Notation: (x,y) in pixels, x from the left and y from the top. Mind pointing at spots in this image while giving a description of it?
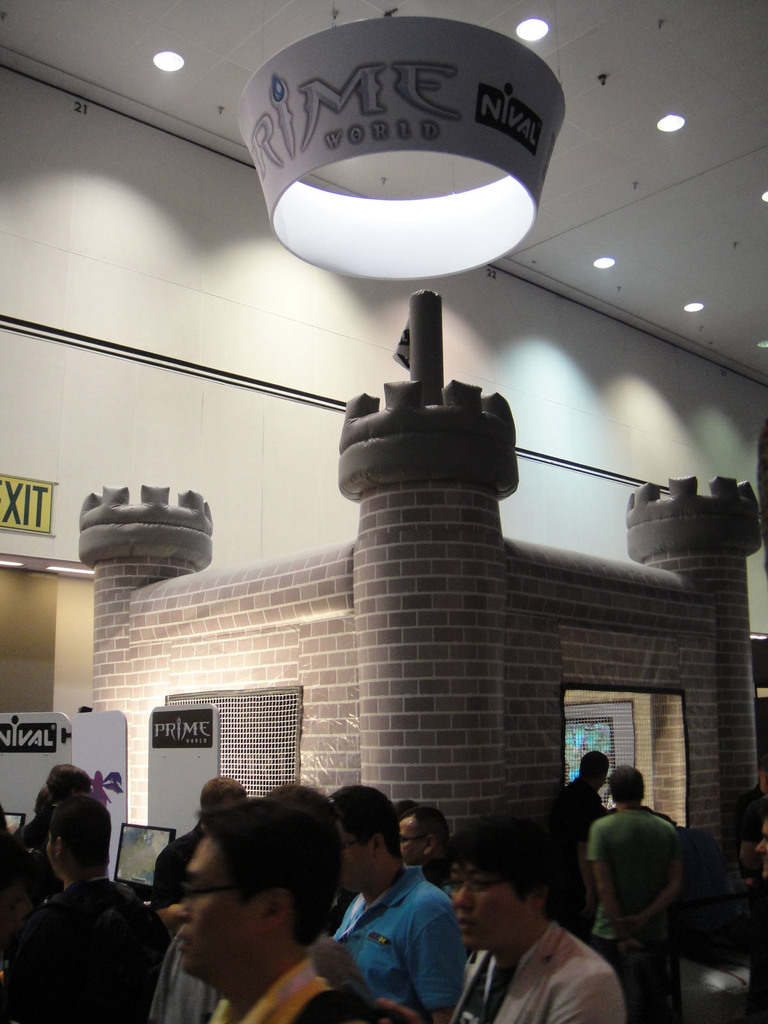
In this image we can see some group of persons (314,951) standing in a room (29,424) and in the background of the image (273,702) there is a fort shape (430,632) and top of the image (458,3) there are some lights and roof (458,3).
